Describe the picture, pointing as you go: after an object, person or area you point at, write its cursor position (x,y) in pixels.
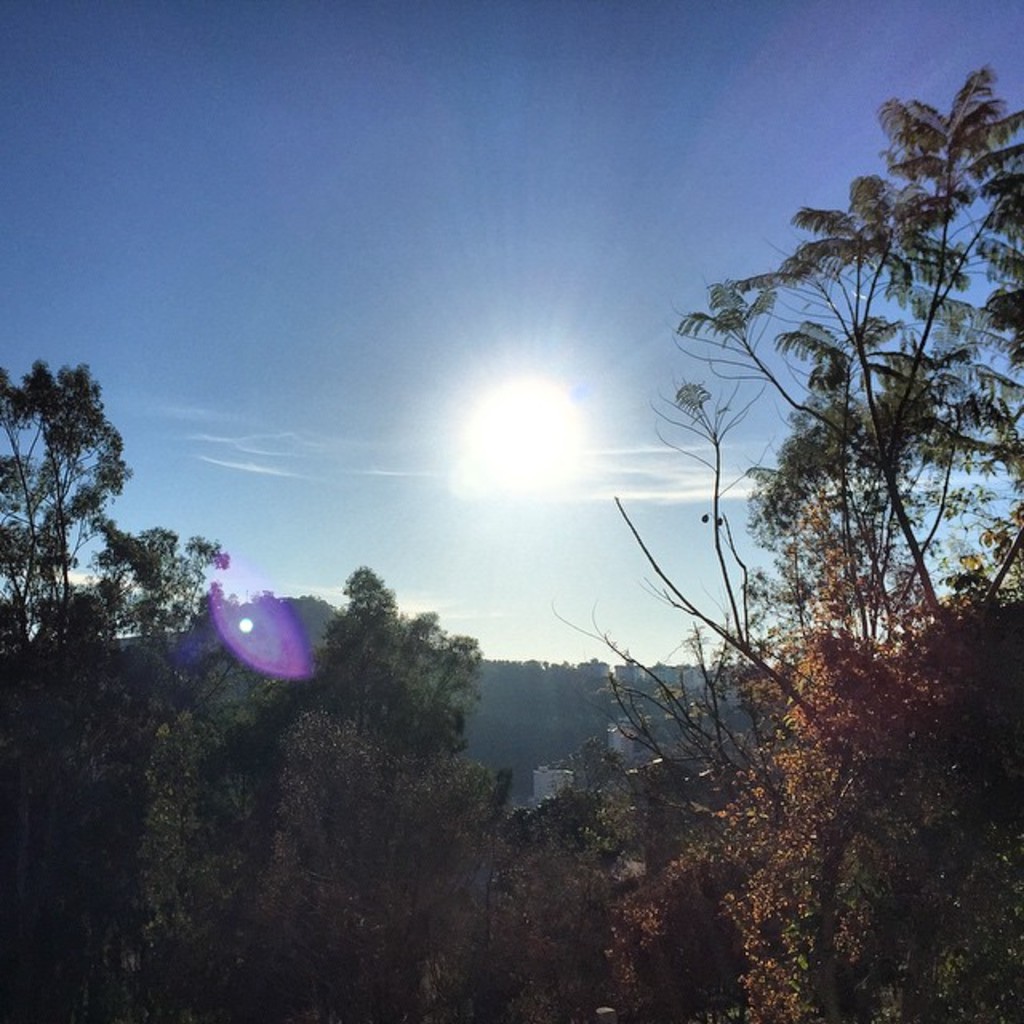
In this image I can see trees (236,837) and buildings (621,734). The sky (423,199) is in blue color. I can see a sun (548,426).
